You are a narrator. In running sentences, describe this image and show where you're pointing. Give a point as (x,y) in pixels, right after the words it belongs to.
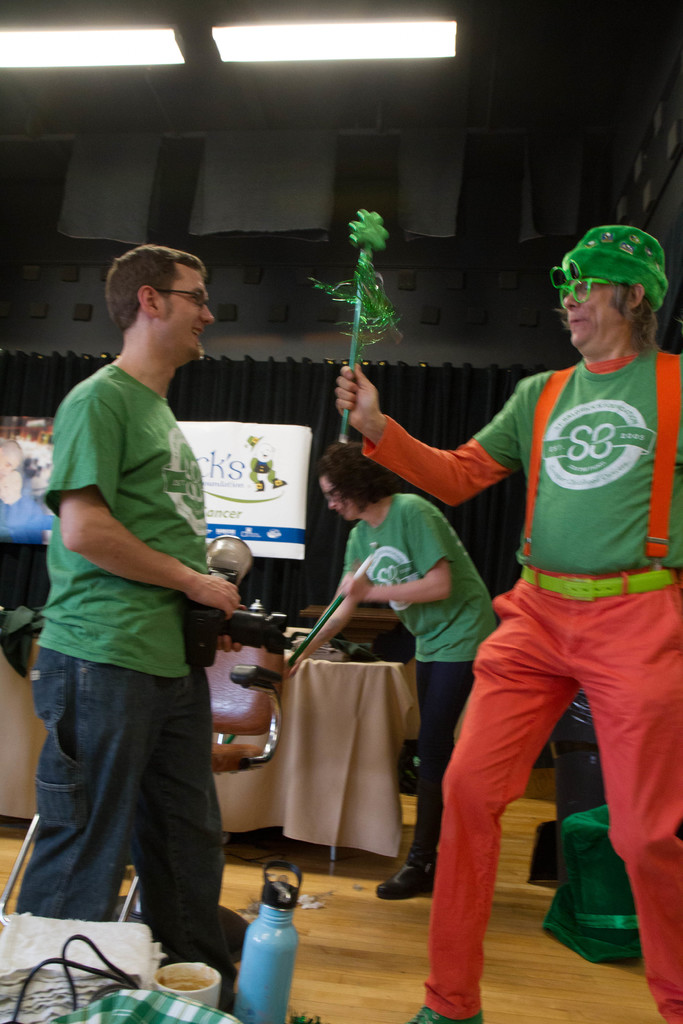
In this image I can see two persons (191,500) standing. The person (625,622) at right (649,612) wearing green and orange dress (625,622) holding some object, the person (87,604) at left (87,604) wearing green and blue color dress (77,732). Background (284,525) I can see one other person (399,586) standing and banner (284,462) in white color.
